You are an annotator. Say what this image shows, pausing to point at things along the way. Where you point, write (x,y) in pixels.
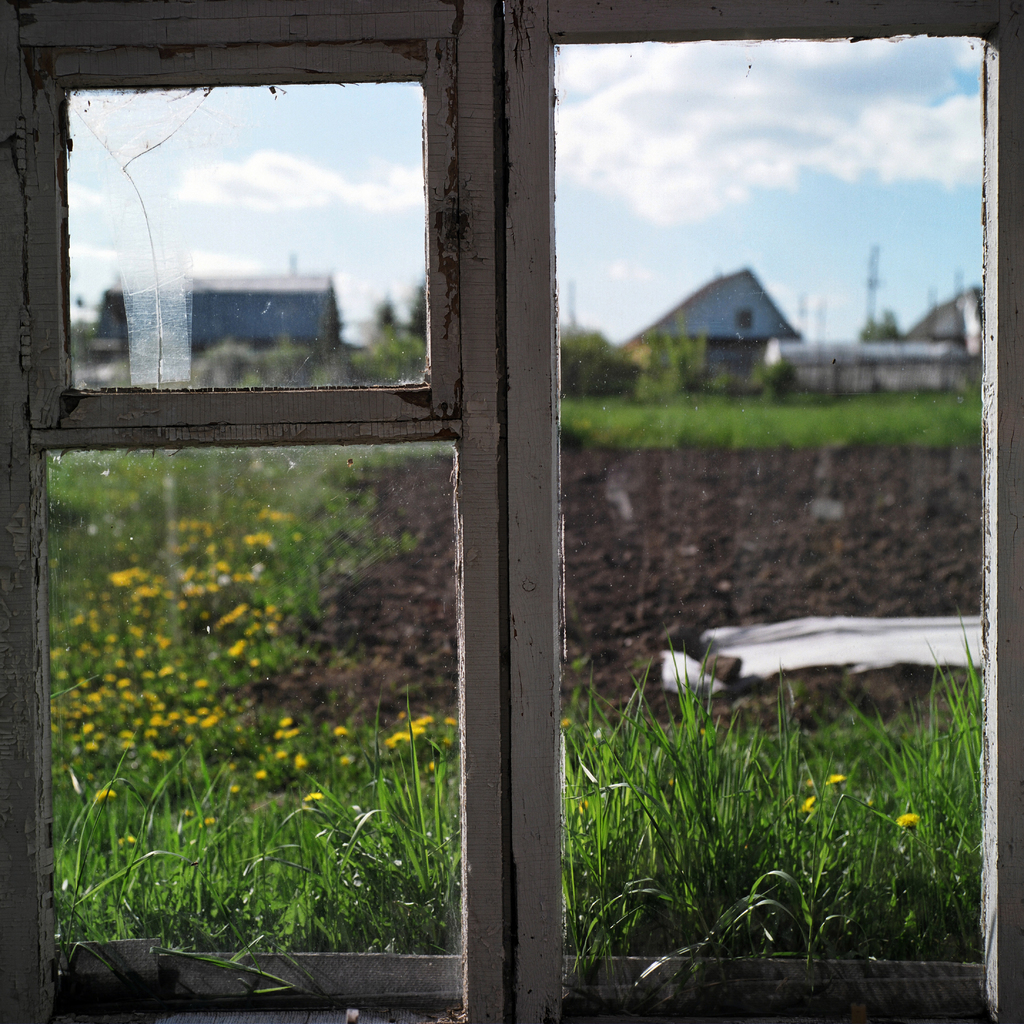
In this image there is a window (237,367) for that window (336,47) there are glasses (701,699) through that grassland (236,586), soil (662,451), houses (284,319) and the sky (380,172) are visible.
